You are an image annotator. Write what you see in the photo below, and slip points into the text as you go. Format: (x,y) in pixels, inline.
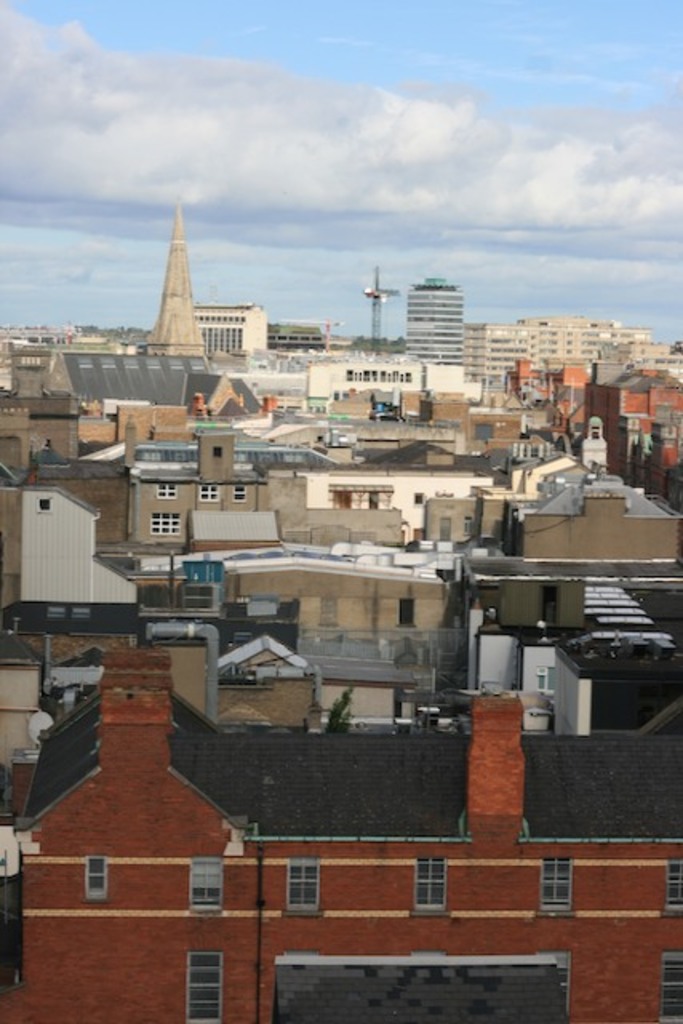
In this picture we can see buildings (75,728) with windows (222,334), trees (337,728) and some objects (434,642) and in the background (534,229) we can see the sky (388,103) with clouds (483,104).
